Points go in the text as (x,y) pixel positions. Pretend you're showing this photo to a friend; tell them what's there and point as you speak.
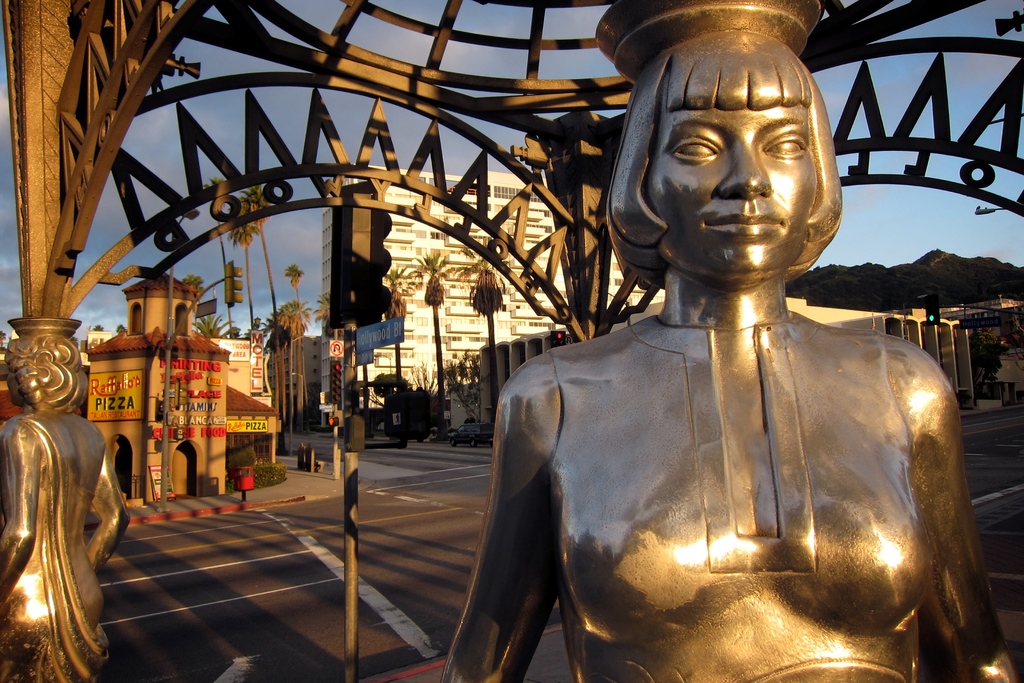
In the image we can see sculptures (688,383) of a person (588,530). We can even see buildings (409,273) and trees (492,367). Here we can see the road (428,590), pole (350,529) and the hills (897,304). Here we can see the signal pole (230,265) and there are vehicles (460,429) on the road (397,453). Here we can see lines (278,592) on the road (267,572) and the cloudy sky (276,244).
